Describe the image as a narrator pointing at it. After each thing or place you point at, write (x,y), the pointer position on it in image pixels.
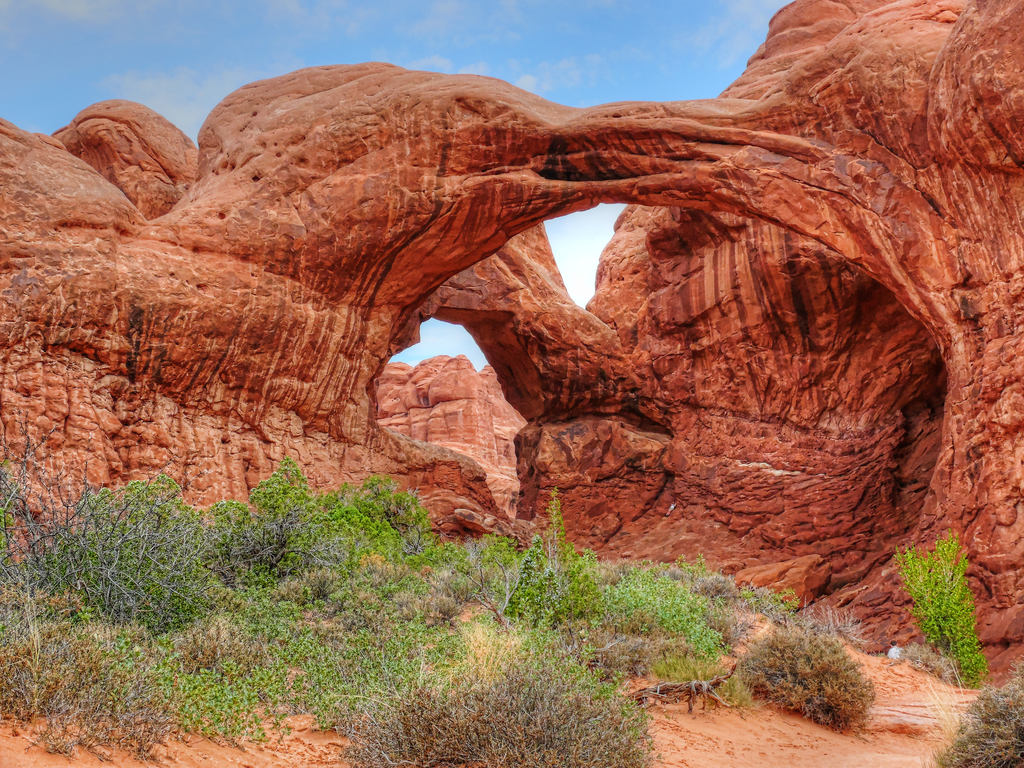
In this image in the center (380,406) there are some mountains (344,421) and at the bottom (412,627) there is grass (612,650) and sand (167,742), on the top of the image (479,56) there is sky (542,55).
